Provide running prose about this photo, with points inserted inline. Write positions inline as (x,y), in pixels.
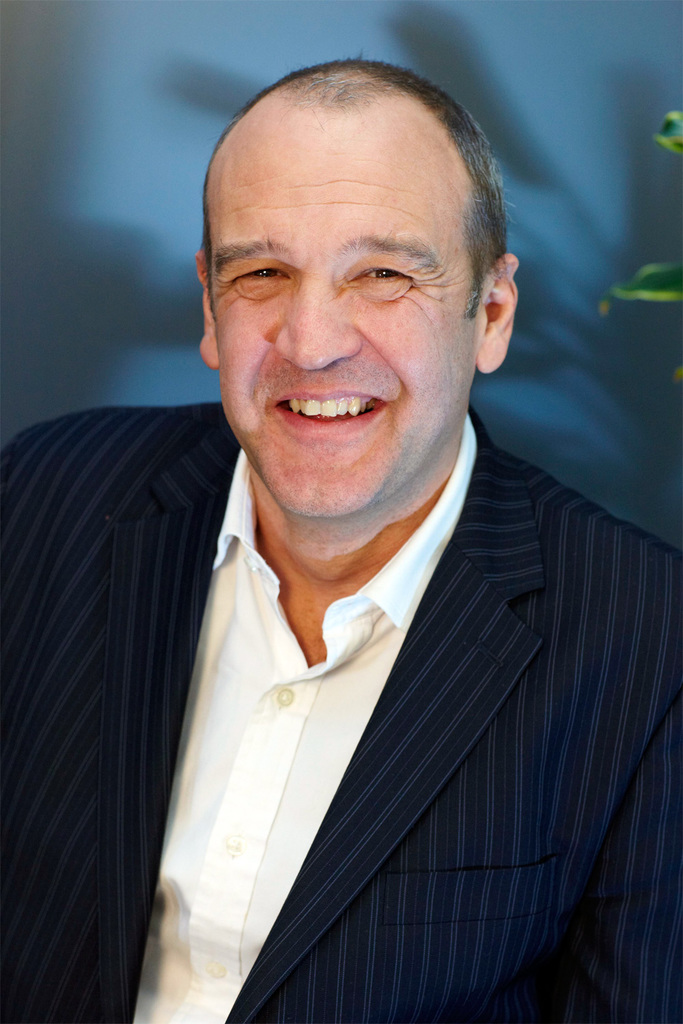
In this image I see a man (436,365) who is wearing a suit (79,972) and a white shirt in it and the man (213,342) is smiling.
